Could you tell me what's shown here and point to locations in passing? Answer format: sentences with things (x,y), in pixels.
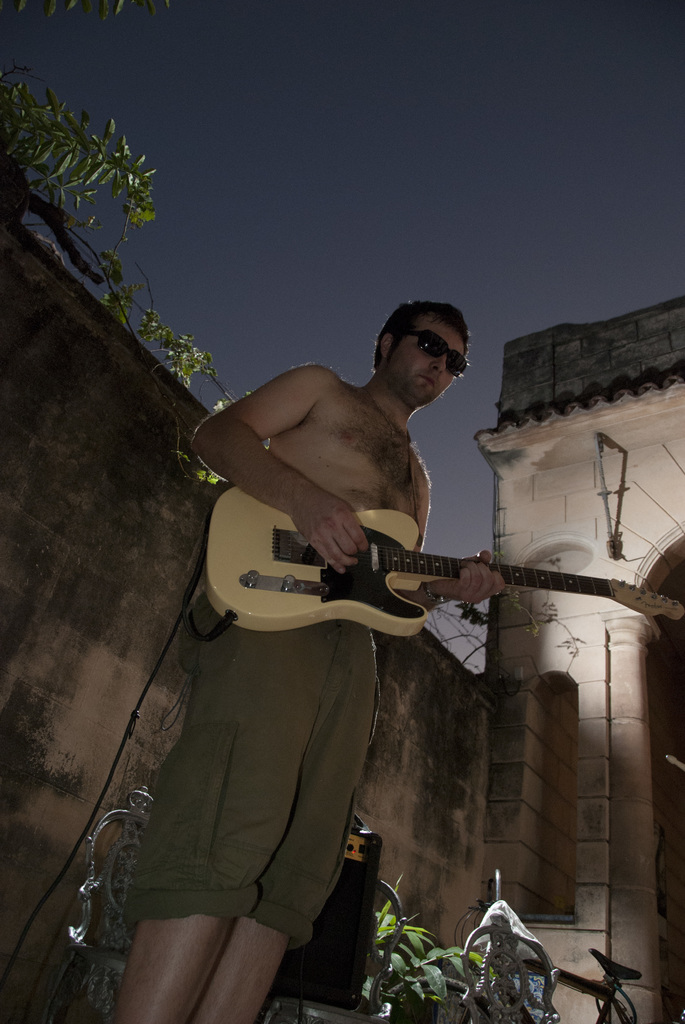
Here is a man (284,709) standing and playing guitar (349,579). I can see a bicycle (611,995) here and empty chairs (510,989). These are the small plants (414,941). This looks like a building (628,424).
